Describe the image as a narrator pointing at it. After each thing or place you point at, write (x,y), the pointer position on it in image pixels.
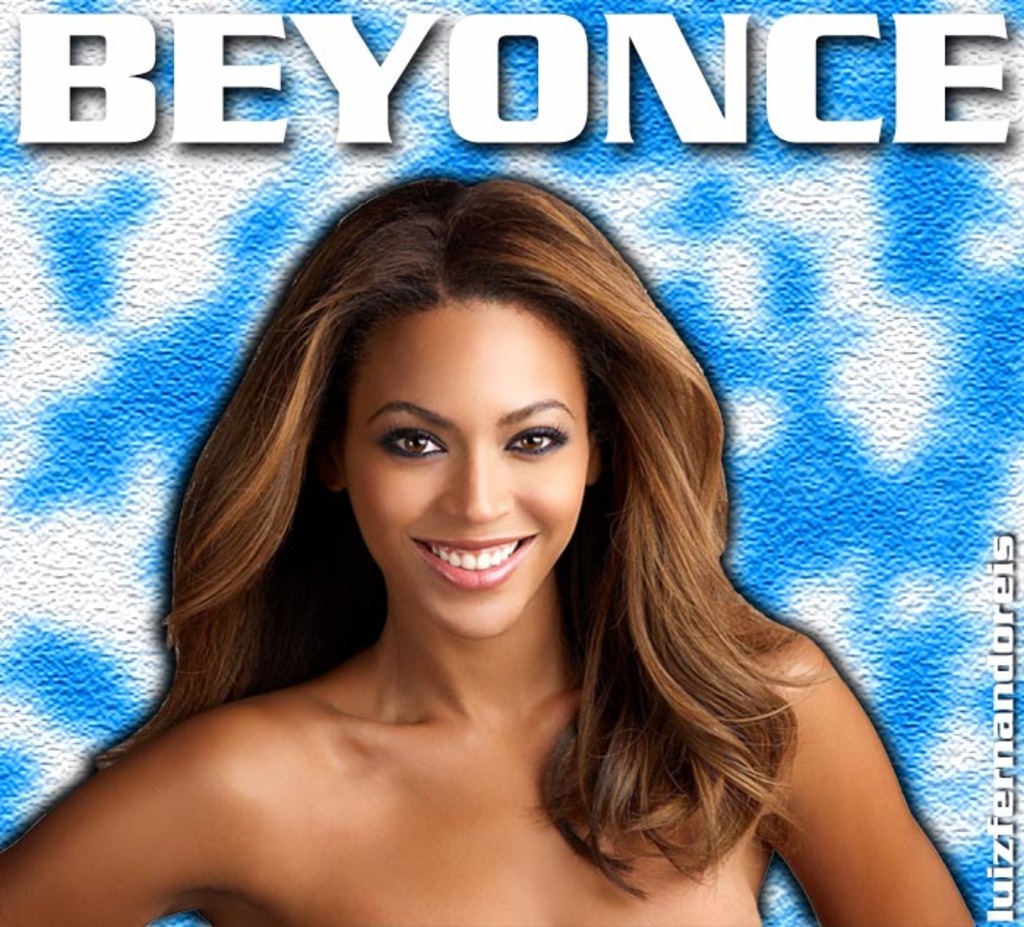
This is an edited picture where in the foreground (495,743), there is a woman (408,783) with brown hair (333,297) and having smile (496,577) on her face (490,581) and there is a blue and white background (143,367) and on the top (210,97), there is text (244,135) written as ¨ BEYONCE¨.
